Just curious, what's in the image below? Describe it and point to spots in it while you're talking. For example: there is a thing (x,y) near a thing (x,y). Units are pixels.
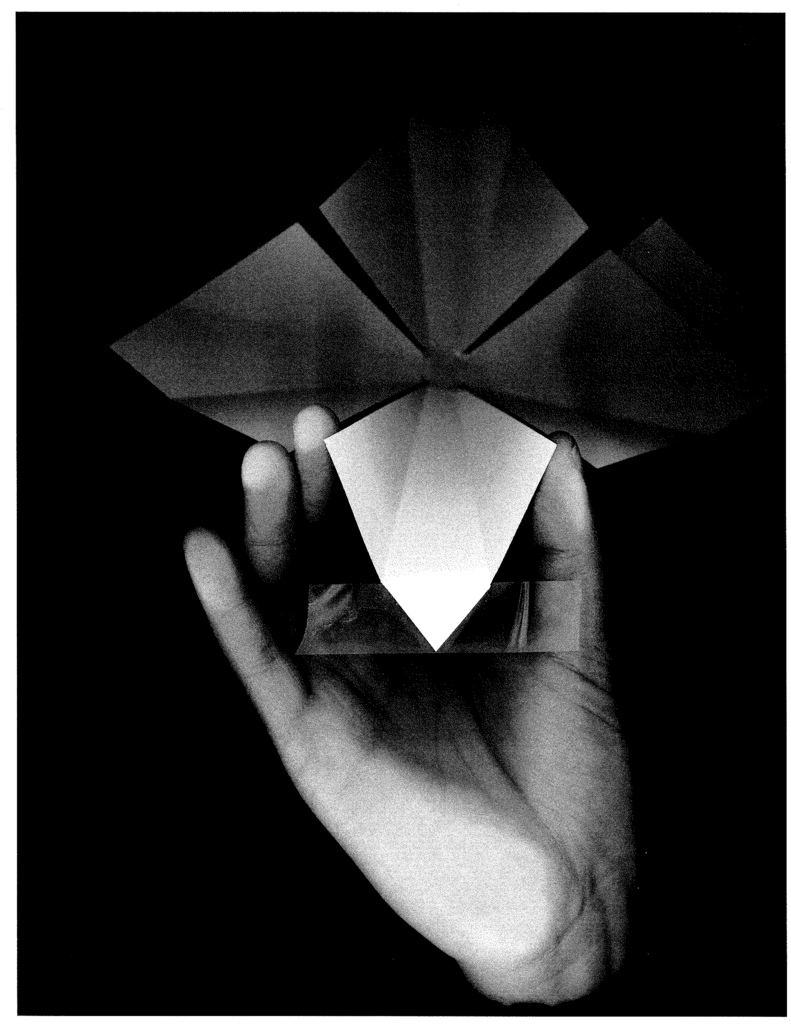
In this image we can see a person's hand (497,667) holding an object (454,458).
